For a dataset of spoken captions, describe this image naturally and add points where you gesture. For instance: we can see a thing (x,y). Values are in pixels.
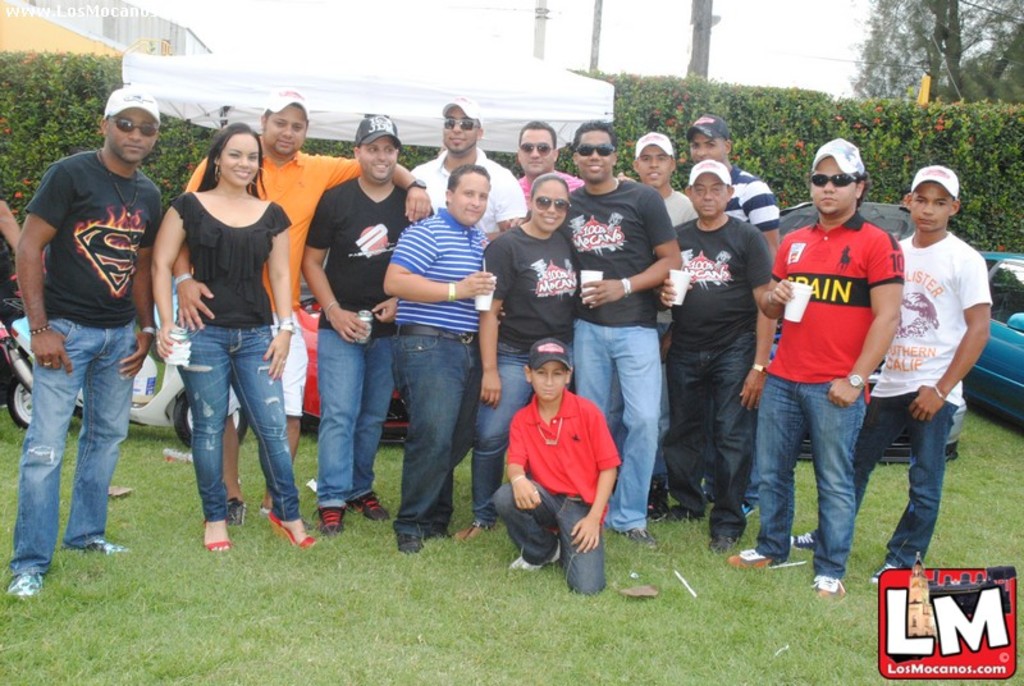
In the image we can see there are people (457,337) standing on the ground (565,637) and there are few people (628,406) holding glass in their hand (659,288). There is ground (264,585) covered with grass (322,572) and there are vehicles (173,403) parked on the ground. Behind there are trees (894,75) and the sky (821,11) is clear.
